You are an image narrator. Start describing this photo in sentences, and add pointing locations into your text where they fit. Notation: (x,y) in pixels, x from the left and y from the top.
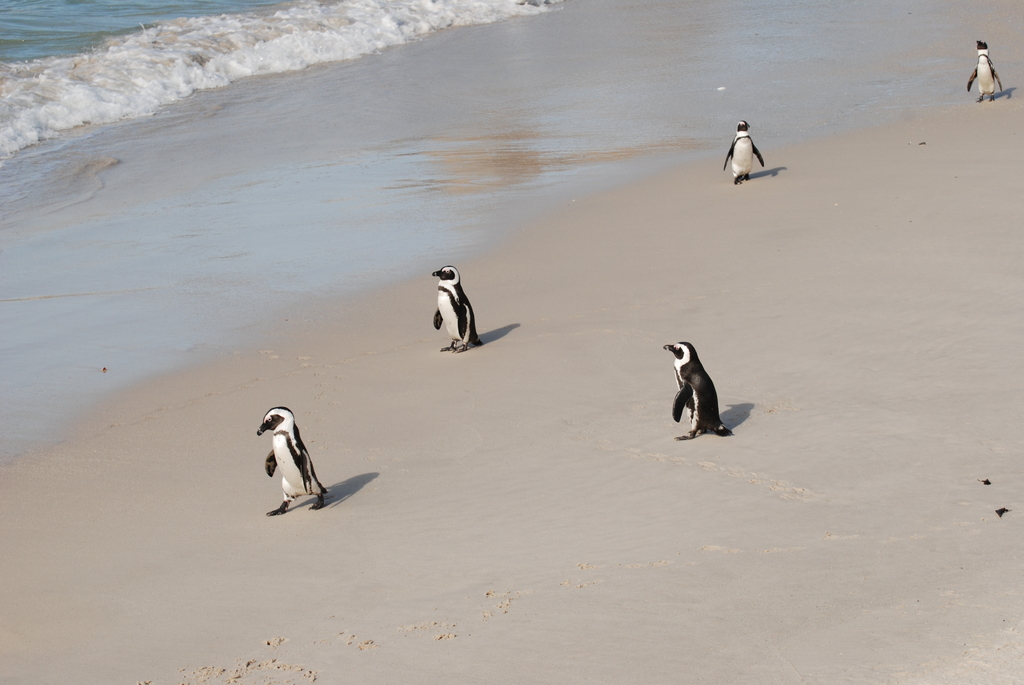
In this picture I can see the sand (540,350), on which there are 5 penguins (692,353) and in the background (278,15) I can see the water (138,121).
